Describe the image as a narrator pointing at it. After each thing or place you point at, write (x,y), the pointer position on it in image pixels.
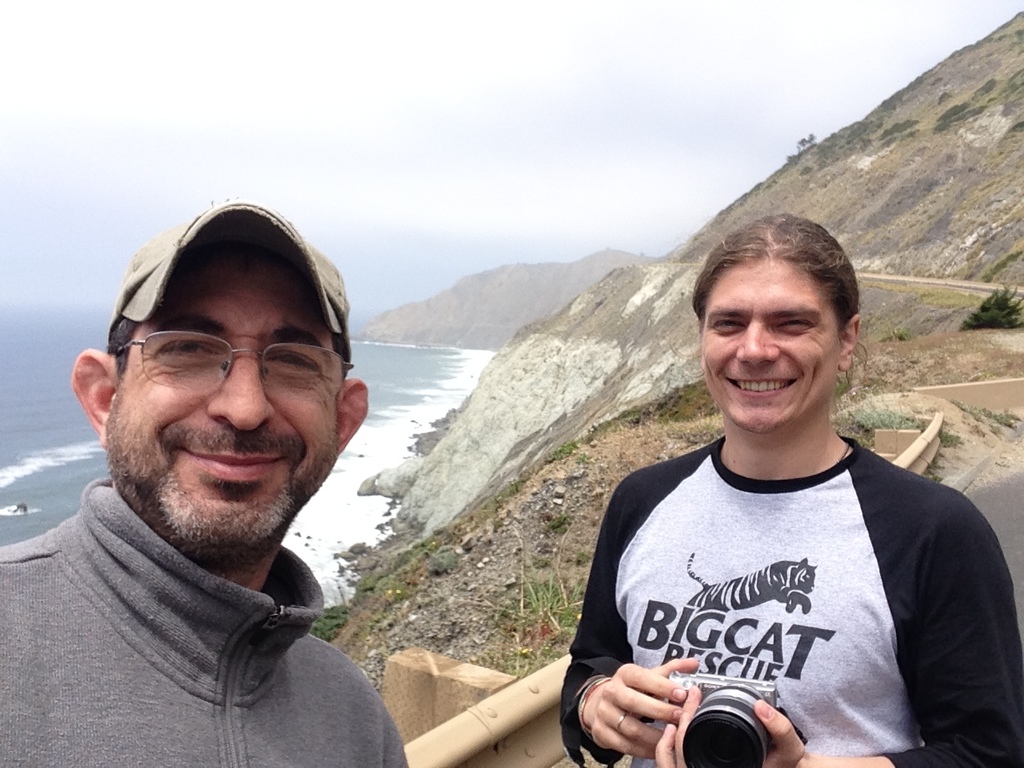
In this picture we can see man (120,586) wore sweater (116,570), spectacle (184,363), cap (329,287) and smiling beside to him other person (730,641) holding camera (706,679) in hands (656,701) and smiling and in background (592,255) we can see mountains (468,297), water (436,390), road (1021,509), fence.
